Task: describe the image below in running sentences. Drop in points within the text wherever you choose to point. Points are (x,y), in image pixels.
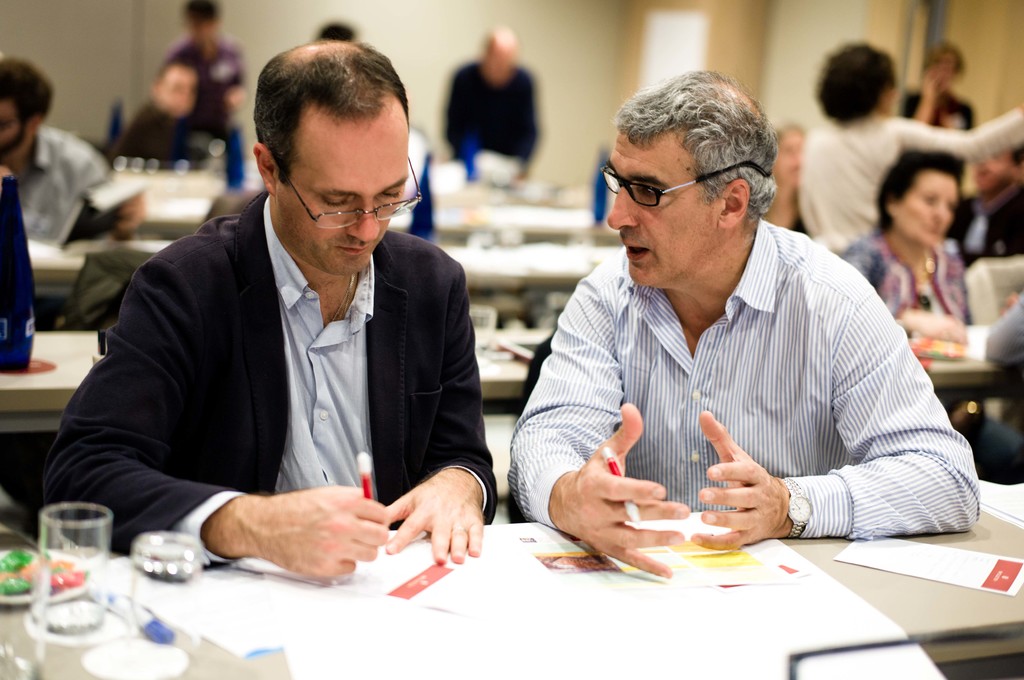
In this picture we can see a group of people (250,287) sitting on chairs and some people (198,81) are standing and in front of them on tables (533,336) we can see papers (619,645), glasses (73,560), bottles (7,295), pens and some objects (505,244) and in the background (457,53) we can see a door (718,38), walls (742,52).
